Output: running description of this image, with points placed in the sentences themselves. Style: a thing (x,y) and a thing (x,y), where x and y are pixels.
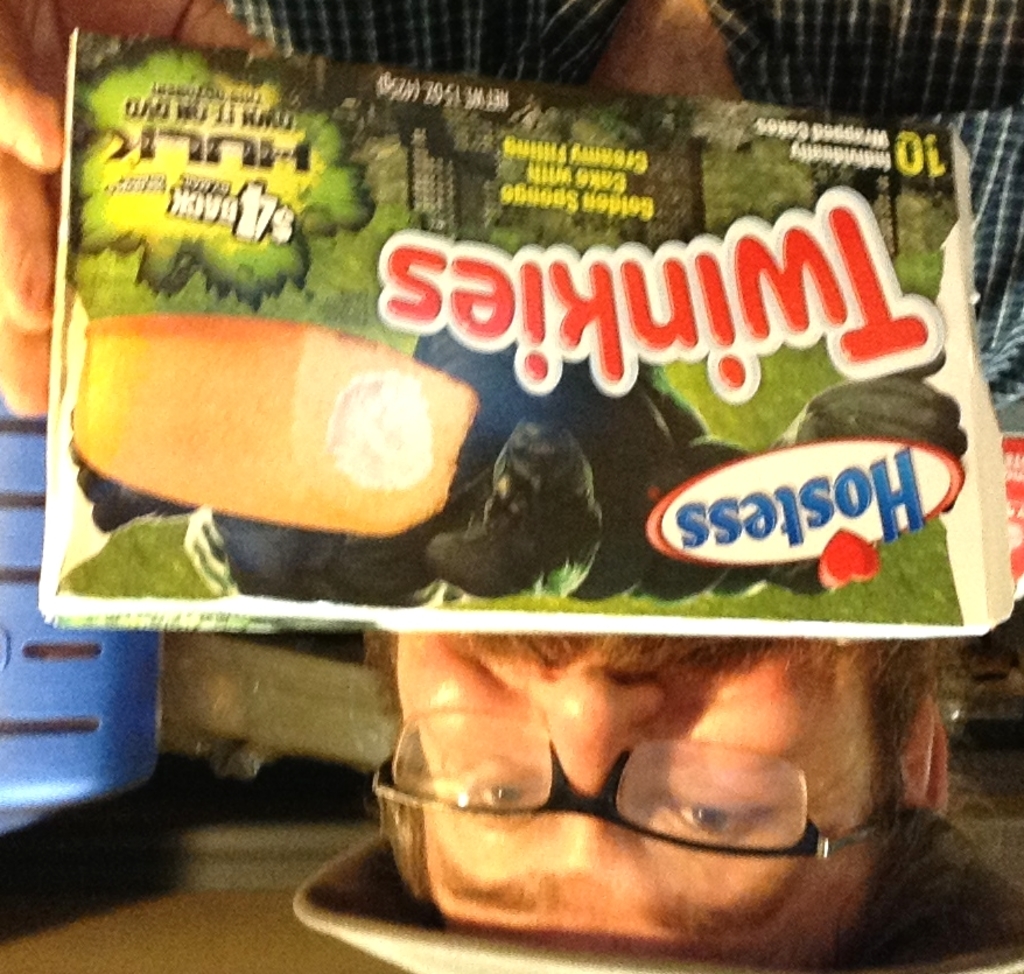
In this image I can see inverted picture of a man (57,63), I can see he is holding a box (96,498) and on it I can see something is written. I can also see he is wearing blue colour shirt (908,20), a specs (715,768) and a cap (344,895). On the bottom left side of this image (118,668) I can see a blue colour thing (29,611).
